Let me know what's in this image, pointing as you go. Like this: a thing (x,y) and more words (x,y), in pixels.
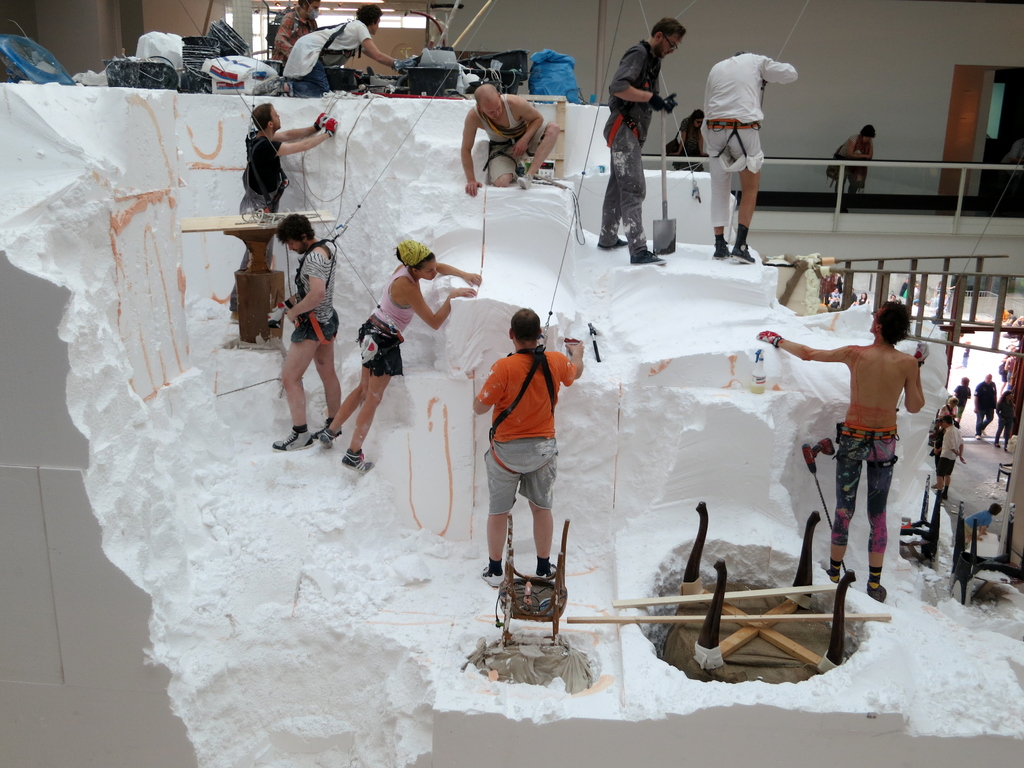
There are many men (632,175) and women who are working on the white cement like substance (528,263). There are the bags (160,47), this is the table (741,607), the man (325,125) wearing gloves (318,127) and wearing shoes (322,436).
